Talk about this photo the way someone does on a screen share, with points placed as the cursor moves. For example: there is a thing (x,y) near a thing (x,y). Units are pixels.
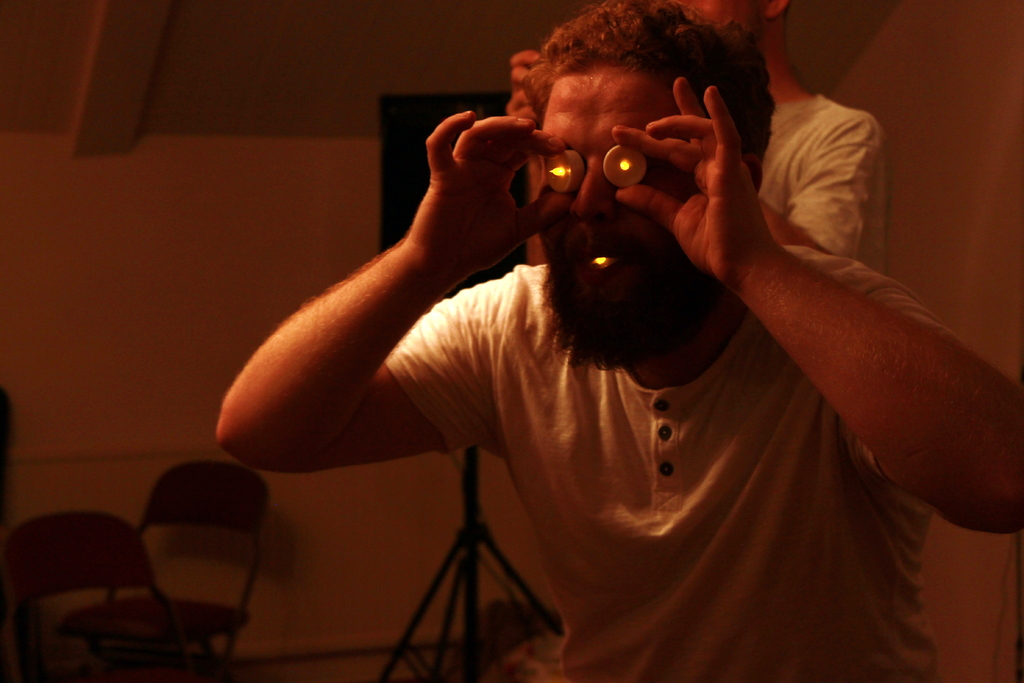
In this image we can see a man (869,633) is holding something near his eyes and he is wearing white color t-shirt (724,536). Behind one more man (824,129) is there and tripod stand (438,577) is present. Left bottom of the image (77,573) two chairs (70,587) are there.
